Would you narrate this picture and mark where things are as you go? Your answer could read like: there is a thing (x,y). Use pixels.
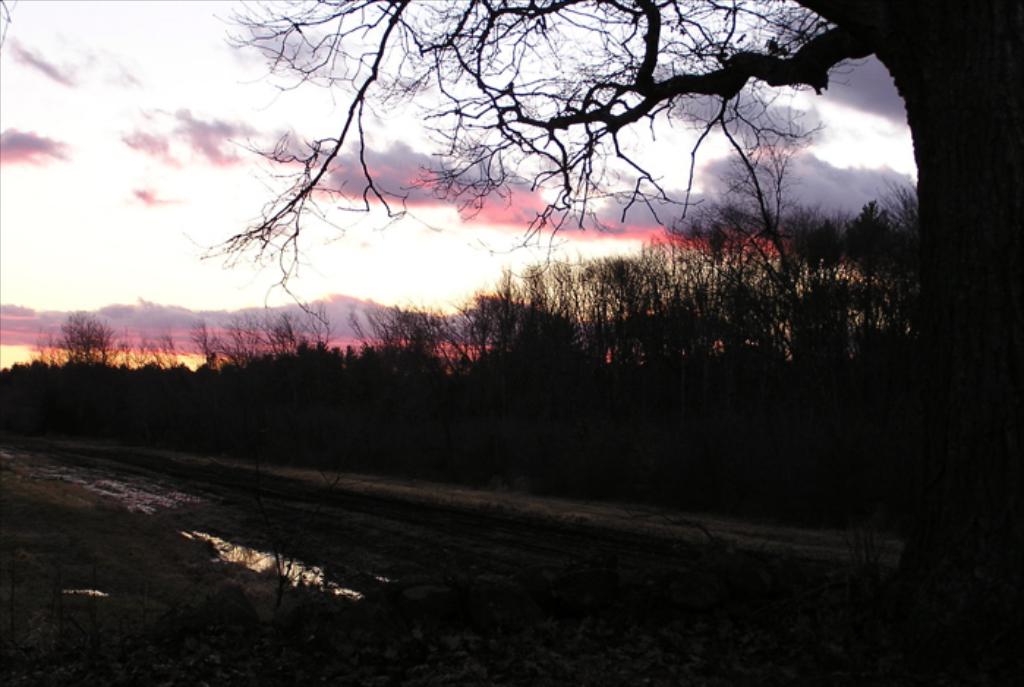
In this image we can see some plants (278,586), trees (636,268) and water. On the backside (345,324) we can see the trees (332,398) and the sky (318,285) which looks cloudy.
